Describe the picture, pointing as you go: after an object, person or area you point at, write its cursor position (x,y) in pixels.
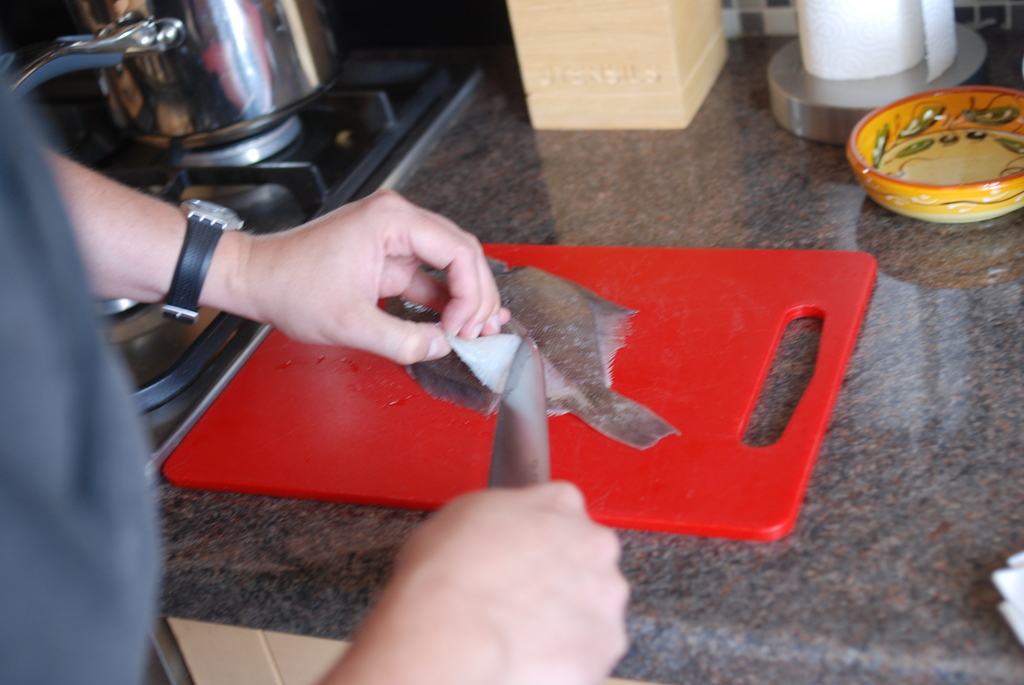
This image is taken indoors. On the left side of the image (306,264) there is a man (211,261) and he is holding a knife (524,382) in his hand (513,543) and cutting a fish (484,364). At the bottom of the image (676,595) there is a kitchen platform (896,575) with a bowl (928,182), a tissue roll (865,47), a box (650,89) and a stove (305,166) on it and there is a chopping board (331,390) with a fish (623,399) on the kitchen platform (694,130). There is a vessel (173,63) on the stove (429,130).
